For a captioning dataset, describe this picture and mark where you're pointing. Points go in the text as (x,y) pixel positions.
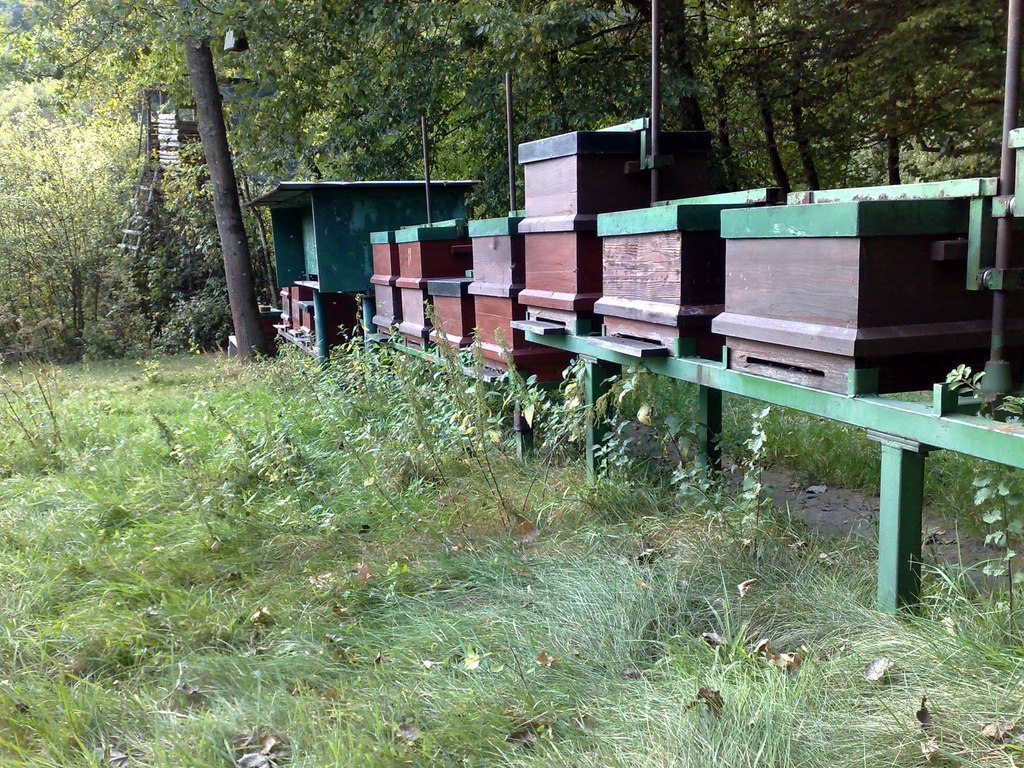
In this Picture there are some wooden boxes (696,343) on green iron frame (926,429). On the left side (145,500) there is a grass (146,497) on the ground (196,402). In the background (436,74) there are many trees (582,57).
